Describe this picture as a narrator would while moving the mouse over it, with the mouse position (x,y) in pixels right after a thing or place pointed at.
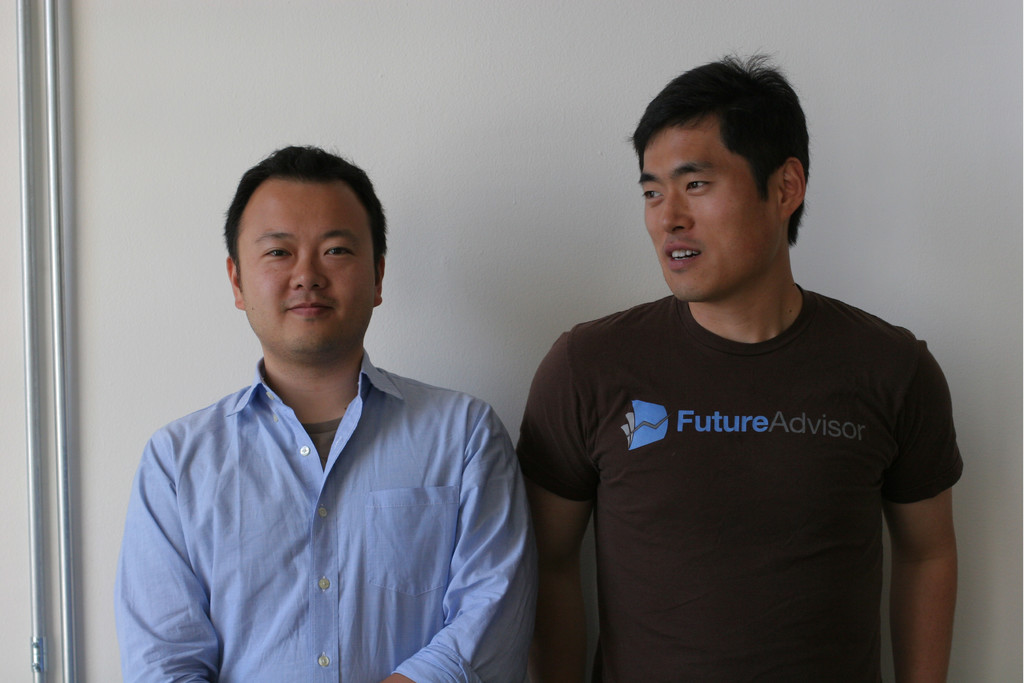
In this picture there are two persons (283,374) standing and smiling. At the back (615,244) there is a wall (241,140) and there are pipes (57,390) on the wall (140,381).
